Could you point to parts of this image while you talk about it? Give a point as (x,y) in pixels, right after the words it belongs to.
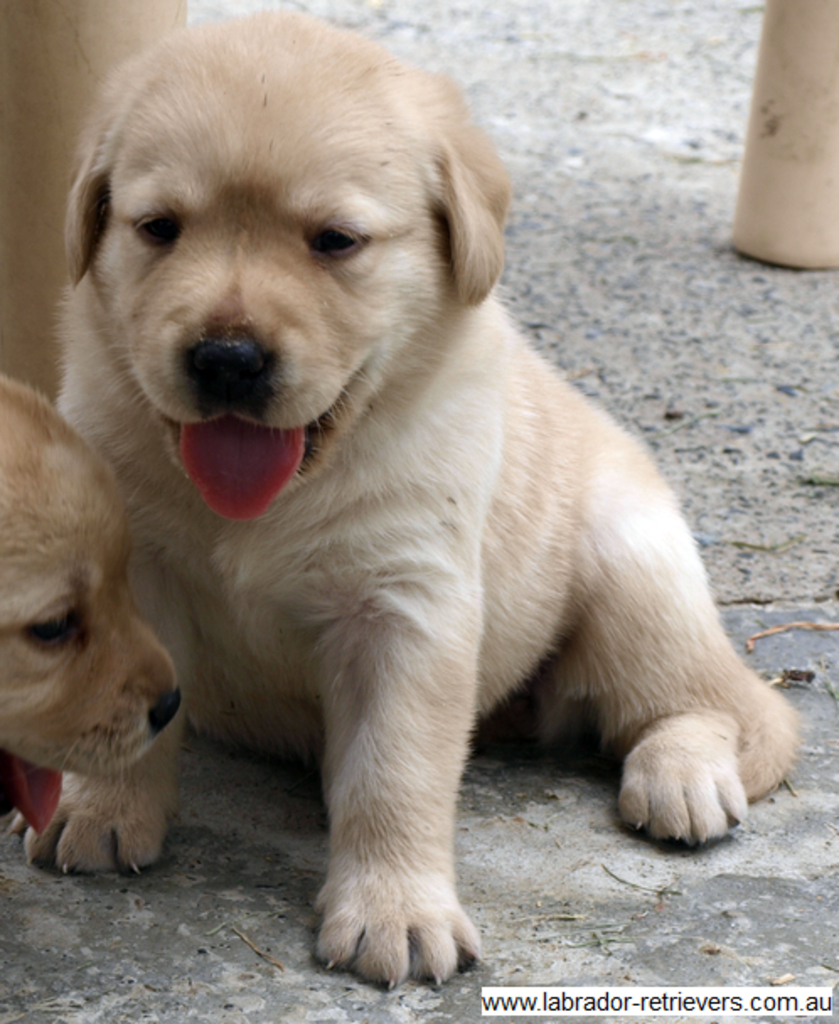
In this picture we can see dogs (158,264). In the background of the image (811,61) we can see objects (767,214). In the bottom right side of the image (773,989) we can see text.
